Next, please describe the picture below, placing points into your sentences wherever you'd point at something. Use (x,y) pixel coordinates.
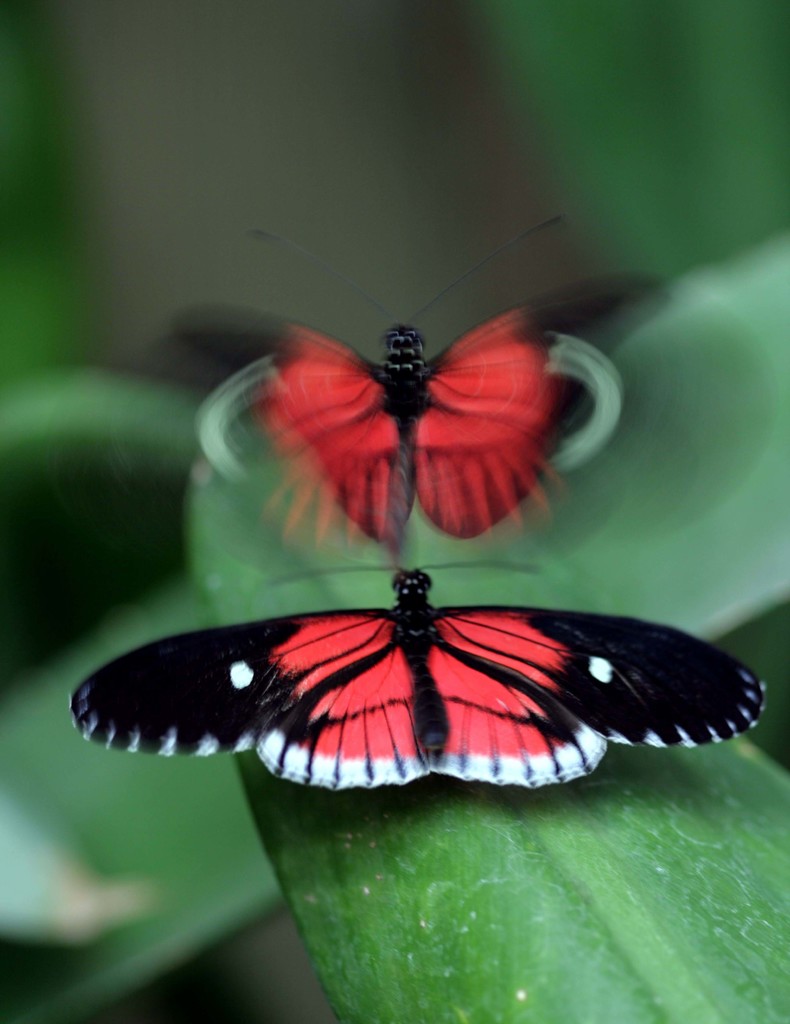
In this image I can see two butterflies (355,721) in black and red colors. One is on the leaf (459,828) and another one is flying. The background (654,108) is blurred.
